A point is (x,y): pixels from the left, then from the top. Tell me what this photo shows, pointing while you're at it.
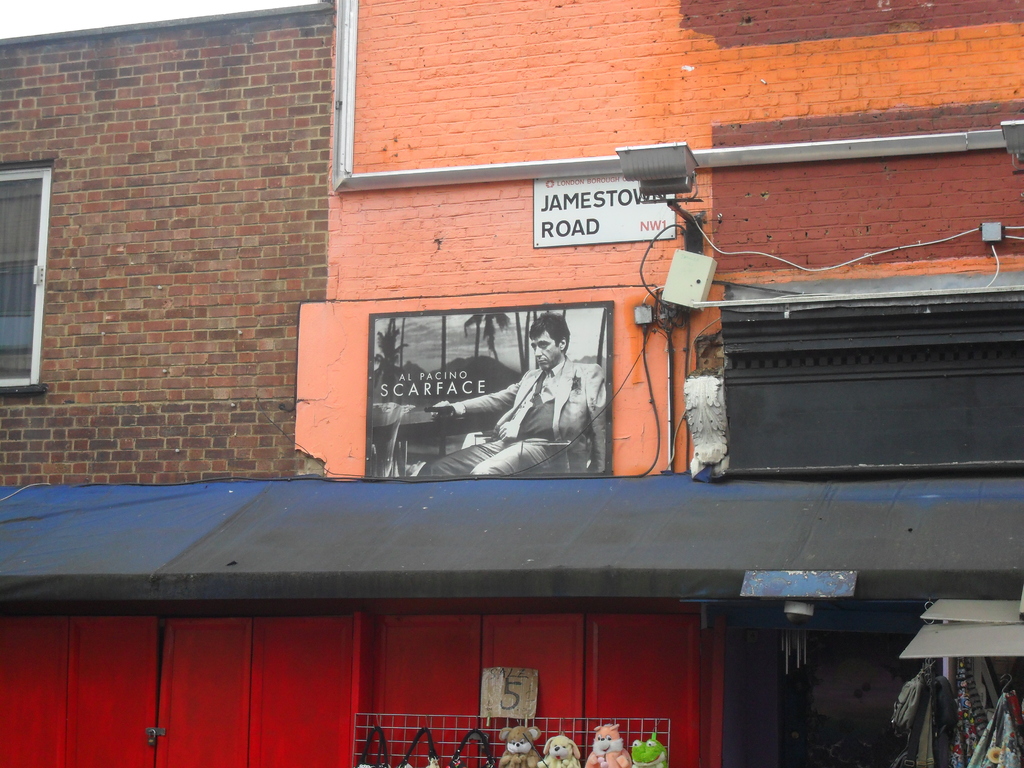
There is a building (436,167) and there is a picture (381,452), a light (695,235) and a board (535,199) are attached to the wall (986,173) of the building (595,265) and below that there is a store (581,729) with some materials (928,758) and toys (656,749). On the left side (8,268) there is a window (39,262).
